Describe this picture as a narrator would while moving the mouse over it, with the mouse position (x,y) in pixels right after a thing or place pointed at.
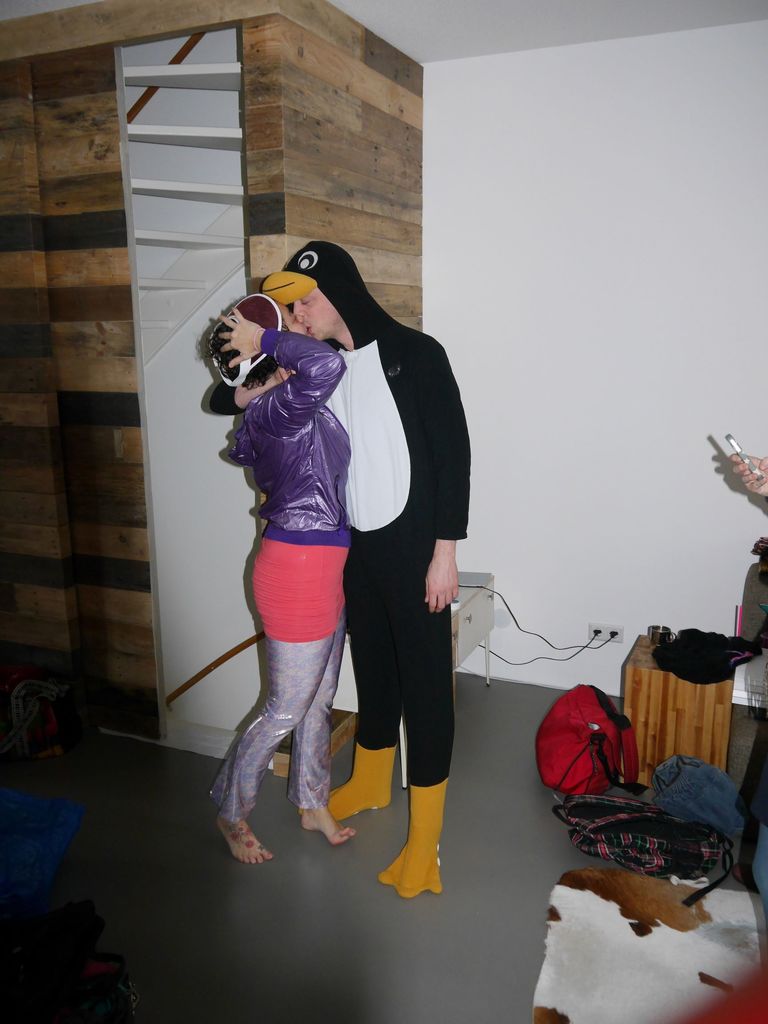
2 people (376,419) are standing in a room (387,298) and kissing each other. The person (342,303) at the right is wearing a penguin costume (411,641). Behind them there is white wall (578,667) which has sockets (602,635) and 2 wires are plugged in. There are clothes (708,653) and other objects (707,698) at the right (704,639) and there is a hand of a person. At the left (197,50) back there are stairs (193,69).
